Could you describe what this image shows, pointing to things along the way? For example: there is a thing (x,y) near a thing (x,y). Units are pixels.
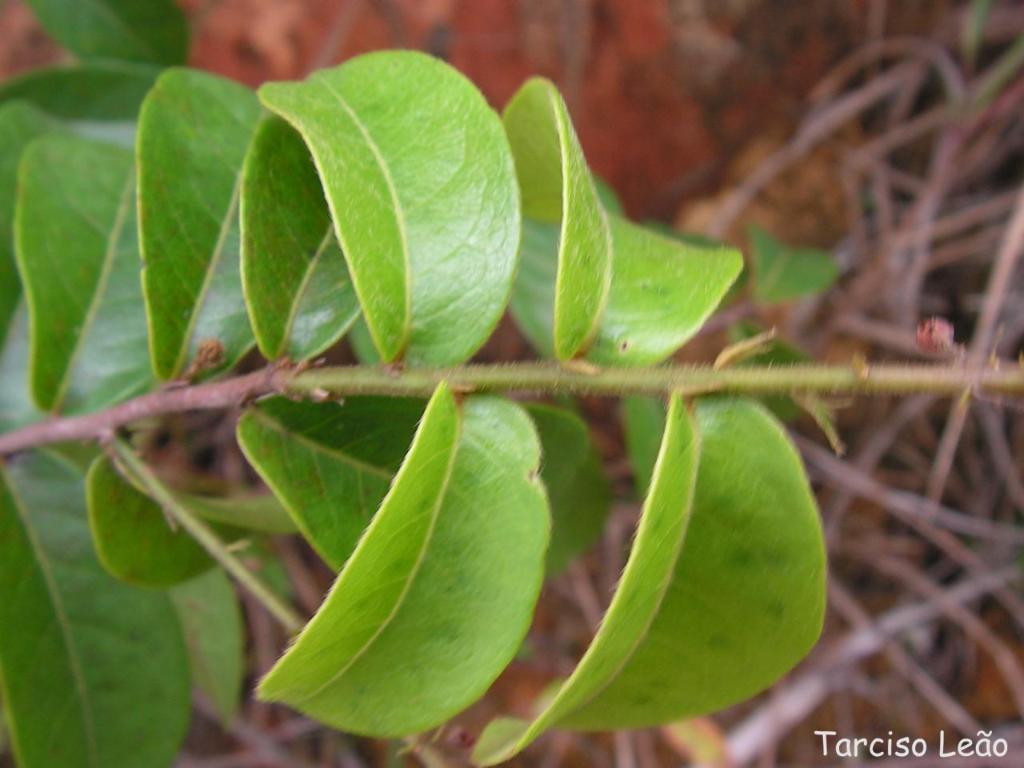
In this image in the center (469,368) there is a plant (415,385) and the background (971,649) is blurry.
